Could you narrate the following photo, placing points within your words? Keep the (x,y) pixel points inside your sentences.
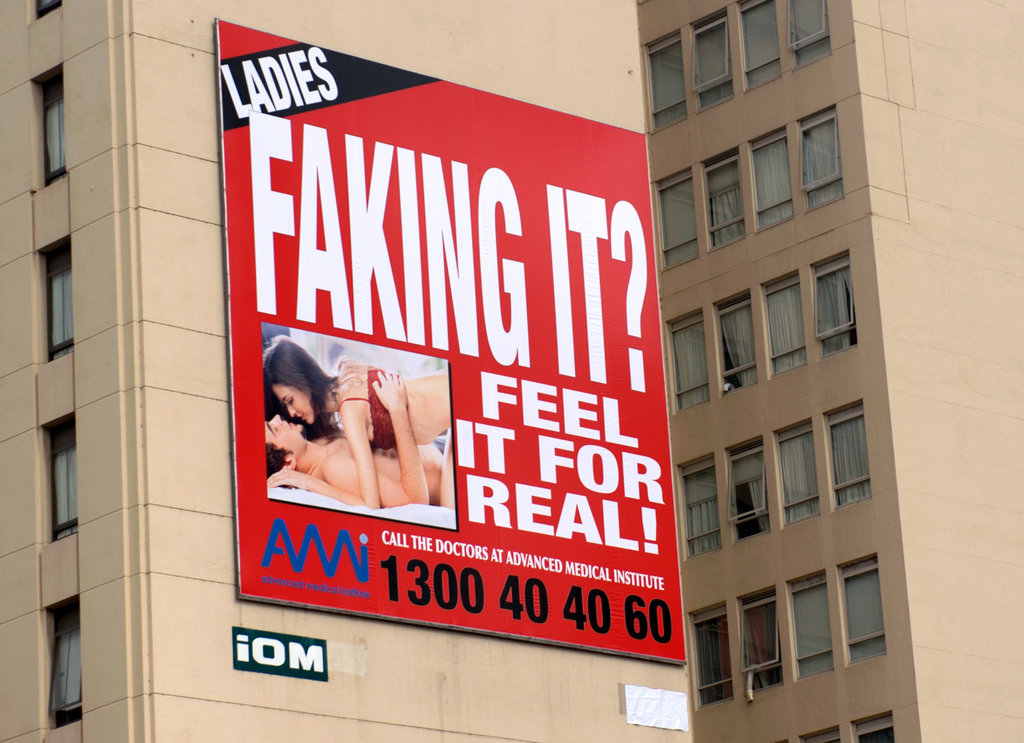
In this image we can see an advertisement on the walls (169,146) of a building (169,146).
